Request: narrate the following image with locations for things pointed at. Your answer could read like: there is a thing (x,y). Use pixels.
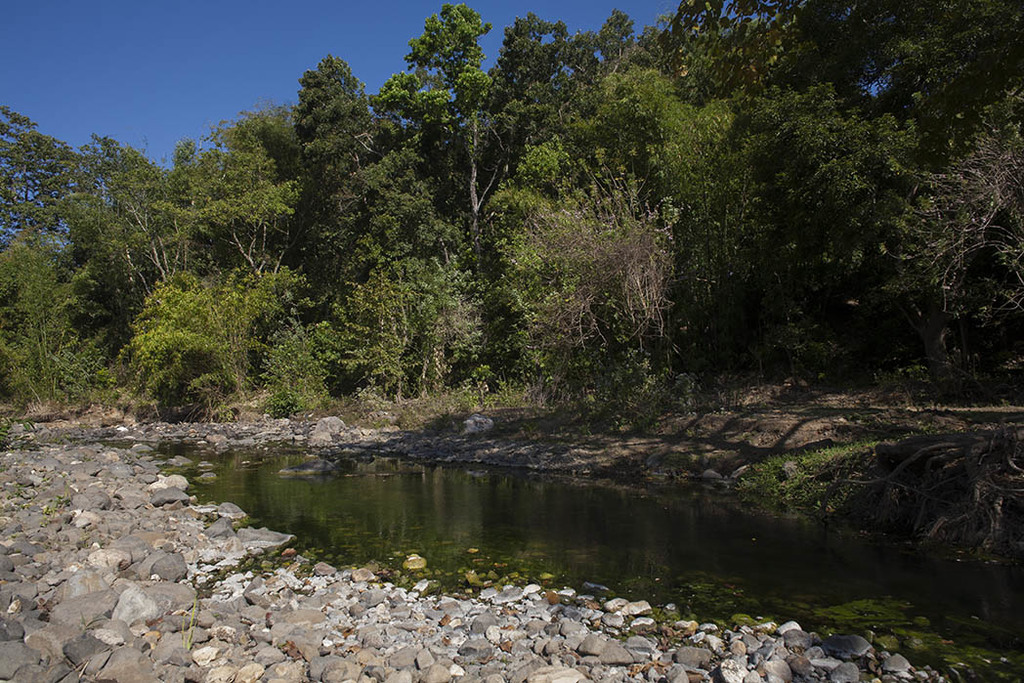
In this image, we can see so many trees (487,298), plants (511,317), grass (825,474). Here we can see water (824,609), stones (537,649). Top of the image (257,87), there is a sky (211,104).
